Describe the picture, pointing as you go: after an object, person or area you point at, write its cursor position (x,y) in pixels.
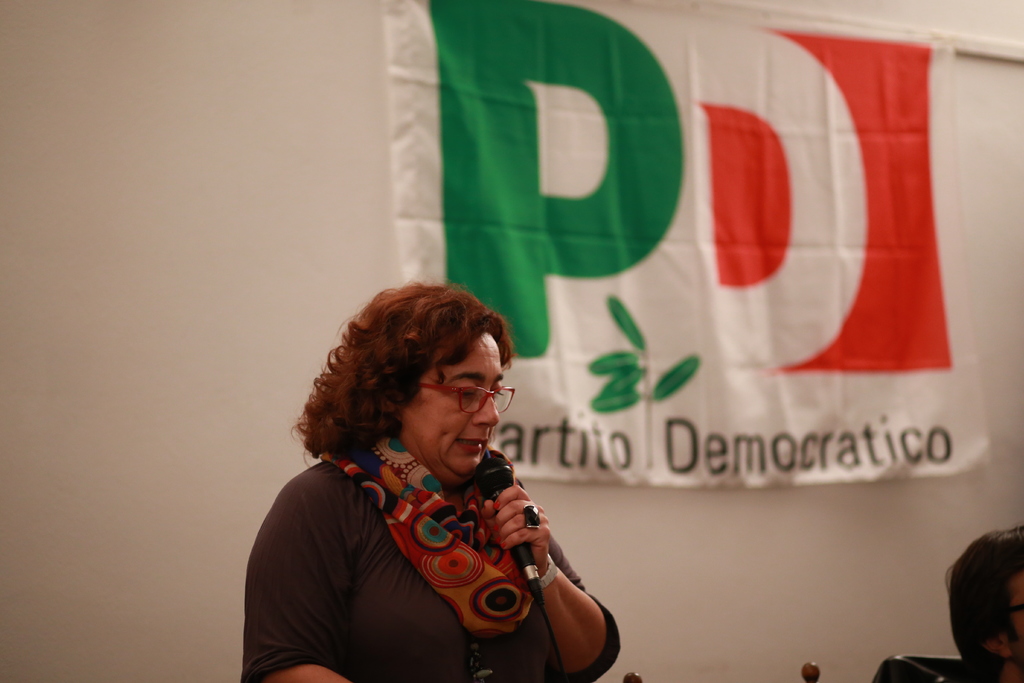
In the center of the image (451,331) we can see a lady (527,595) standing and holding a mic (529,577). On the right (985,663) there is a person (987,648). In the background (751,445) we can see a banner (758,252) and a wall (178,275).
